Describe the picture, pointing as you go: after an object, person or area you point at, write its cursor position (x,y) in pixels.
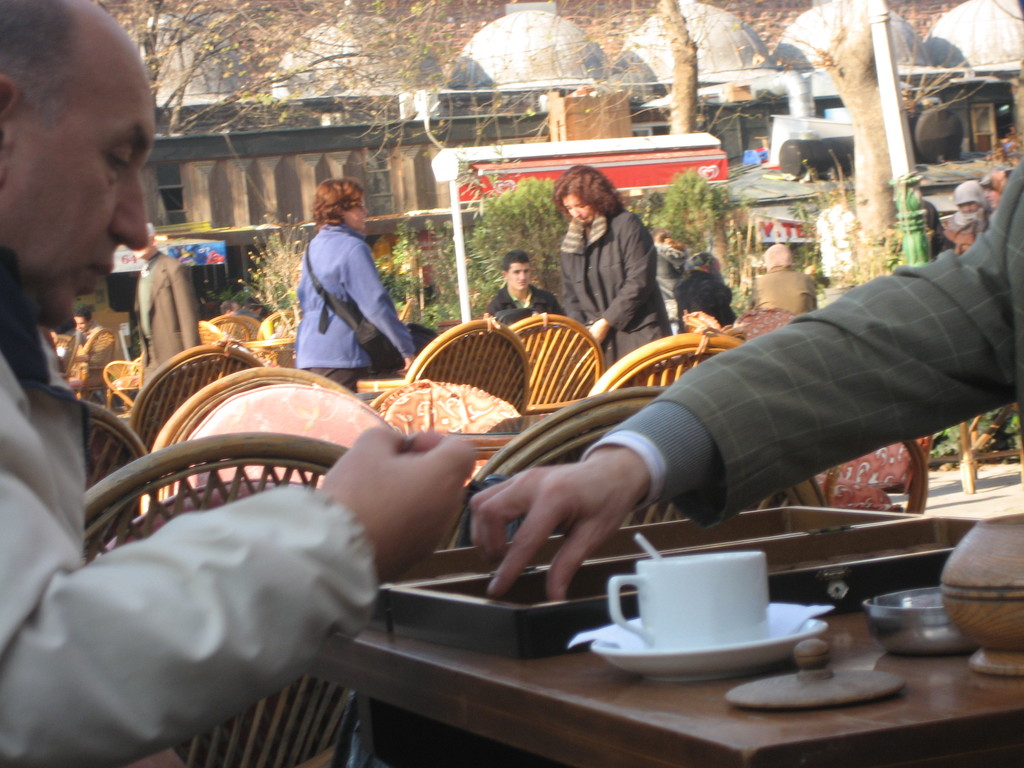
The image is outside in the city and it is very sunny. In the image there are two people (195,649) sitting on chair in front of a table (582,659), on table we can see a coffee cup (685,605), tray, bowl (885,621) and a jar (1022,553). In background (608,262) there are two people (594,261) are standing and building (418,159) and trees (870,148), pole (896,128), hoardings (206,249).
